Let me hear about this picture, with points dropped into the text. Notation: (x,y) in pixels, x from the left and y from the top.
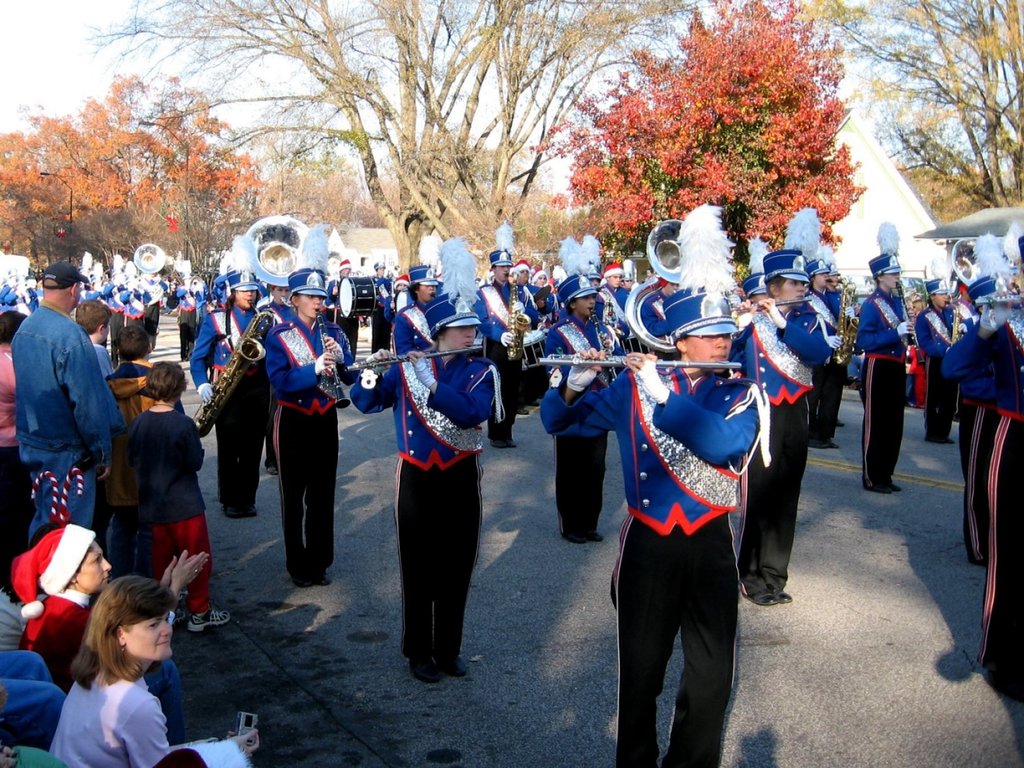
In the middle of the image (582,269) few people (225,298) are standing and playing some musical instruments (276,223). Behind them there are some trees (277,204). Behind the trees (782,71) there is sky (129,16). In the bottom left corner of the image (176,542) few people (18,432) are standing and sitting.
